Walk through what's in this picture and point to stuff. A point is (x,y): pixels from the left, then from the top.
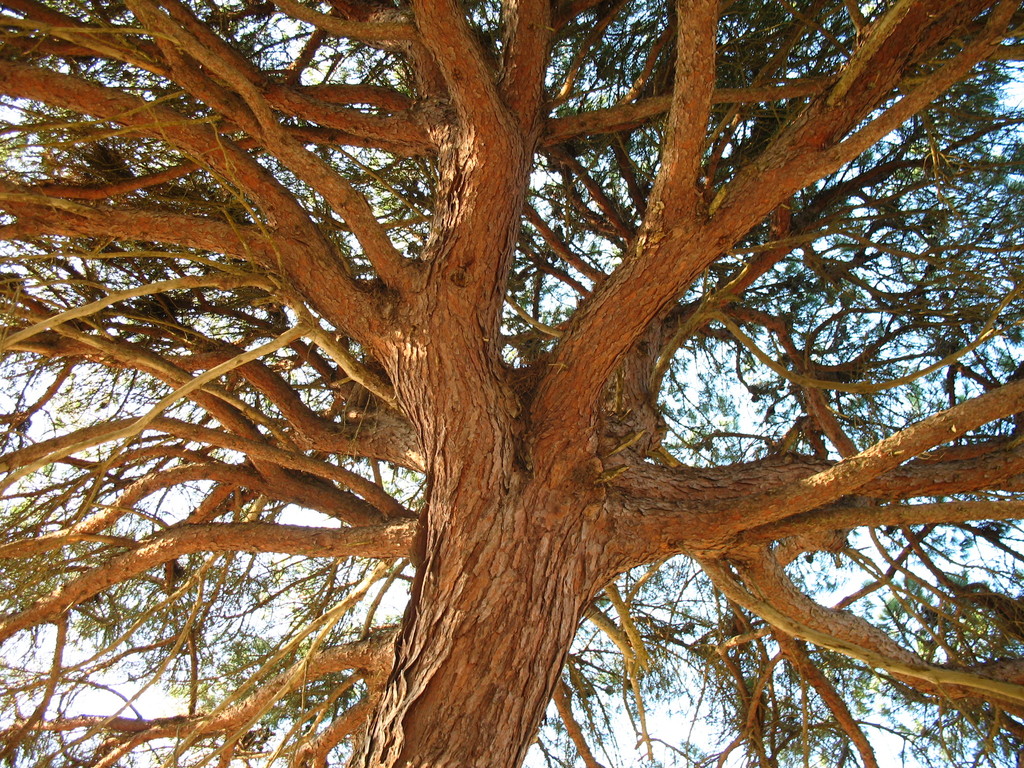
In this picture I see a tree (356,430) and in the background (110,286) I see the sky (218,329).
